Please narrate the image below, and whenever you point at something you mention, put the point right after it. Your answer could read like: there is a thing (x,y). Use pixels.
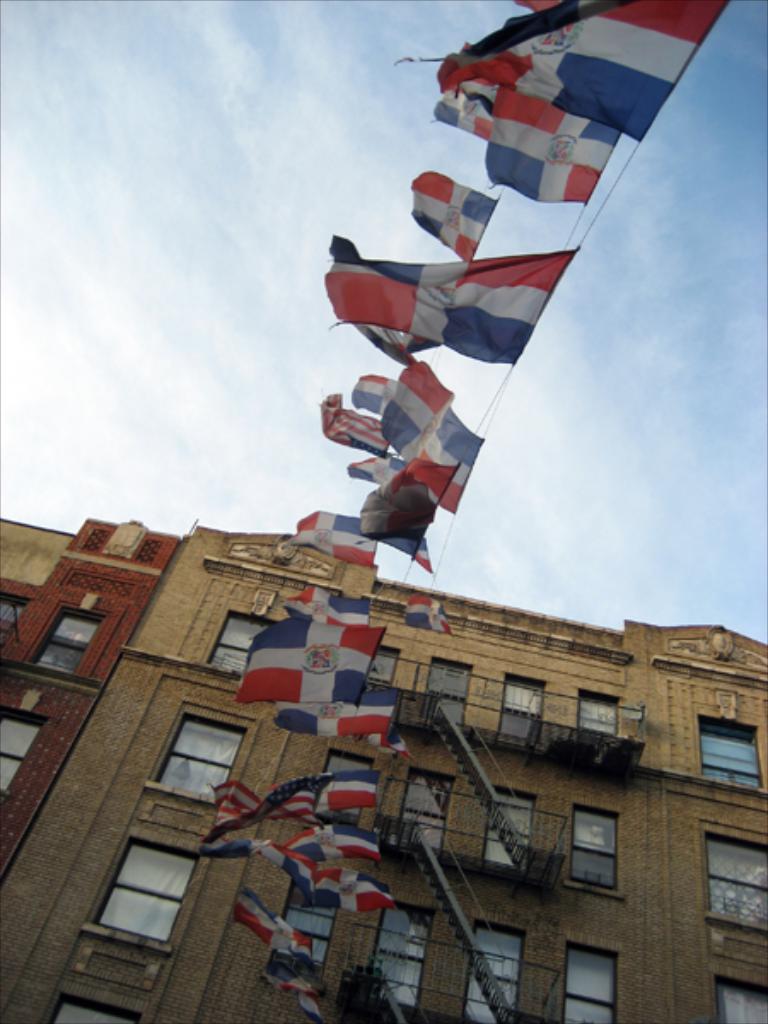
In this picture we can see there are ropes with flags (415,340). Behind the flags (380,723) there is a building (135,659) with windows (0,625) and staircases (415,832). Behind the building (404,698) there is the sky (213,317).
